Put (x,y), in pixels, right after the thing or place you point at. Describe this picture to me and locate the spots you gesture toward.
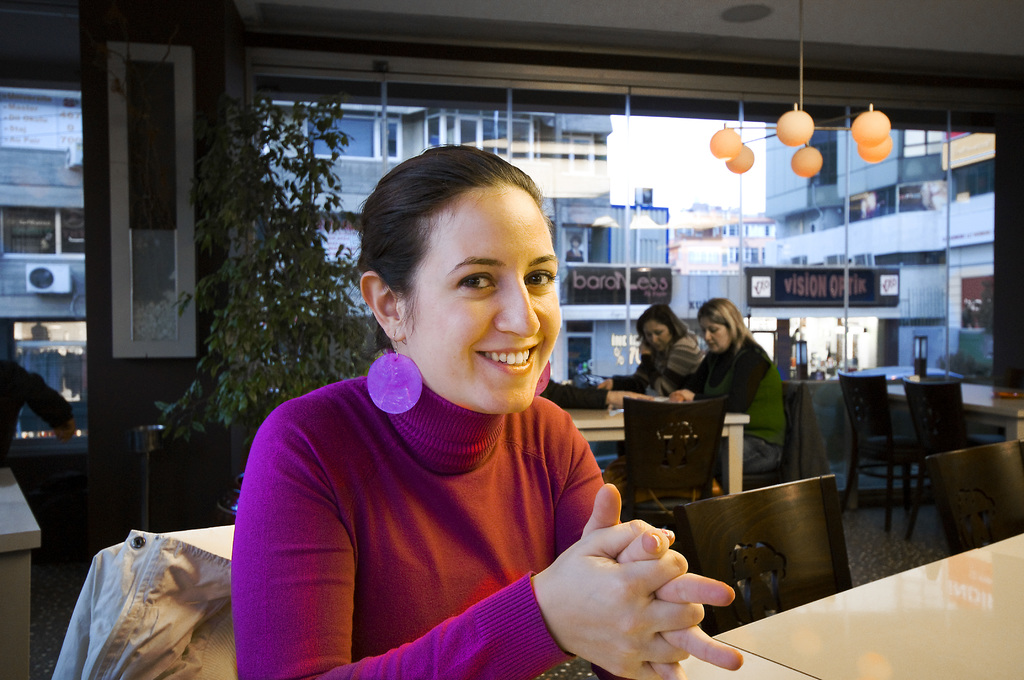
In front of the picture, we see the woman (503,417) is sitting on the chair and she is smiling. She is posing for the photo. In front of her, we see a table (900,666). Behind her, we see a white jacket (153,567) and a plant pot (306,296). Beside that, we see three people (711,348) are sitting on the chairs (785,442). In front of them, we see a table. Beside them, we see the chairs (969,454) and tables (975,403). In the background (28,240), we see the glass window (702,287) from which we can see the buildings (63,184), poles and the boards (797,279) in black color with some text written on it. This picture might be clicked in the hotel (105,486).
